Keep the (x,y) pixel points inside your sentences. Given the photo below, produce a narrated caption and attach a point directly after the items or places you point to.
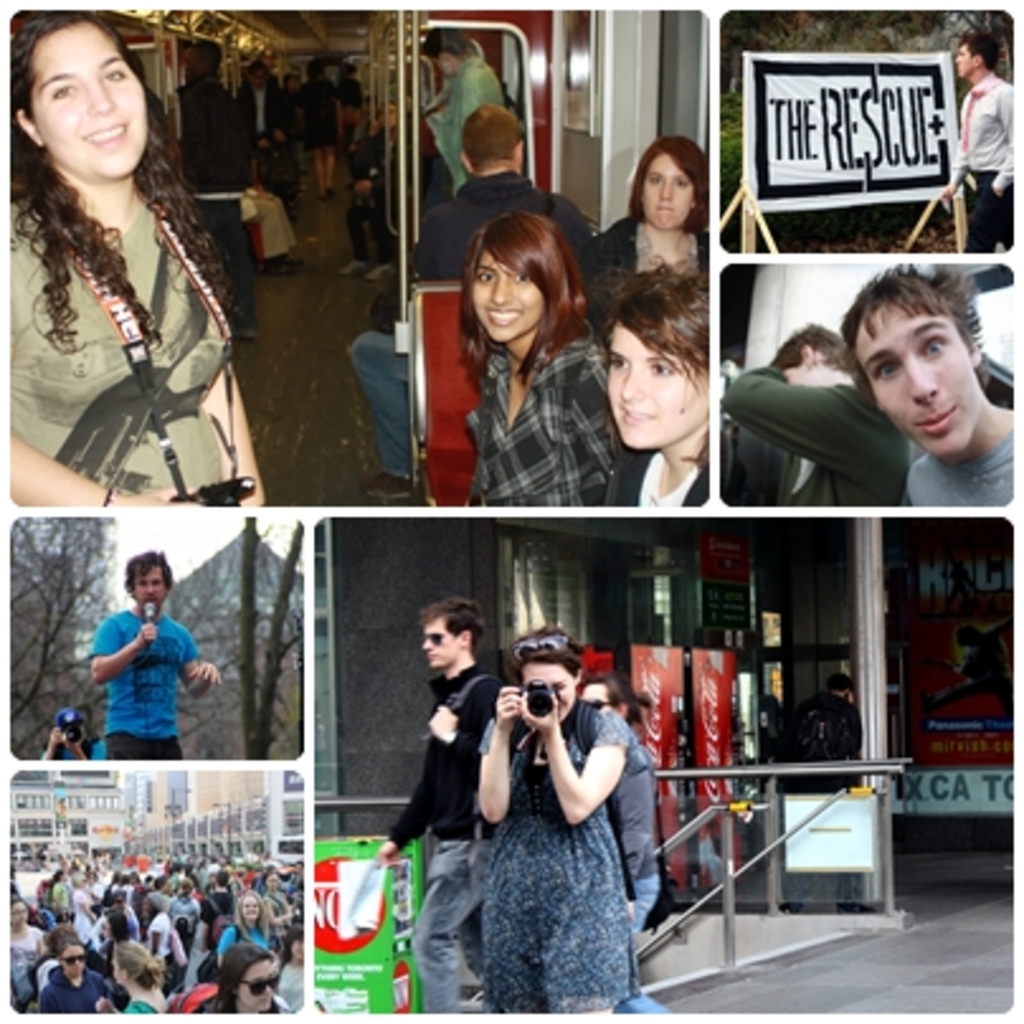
The image is a collage of pictures. At the top (297,21) the picture is taken in a train (524,122). On the right (841,125) there is a hoarding (877,162) and people (879,395). At the bottom (504,860) towards right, in the picture there is a woman (563,761) holding camera (530,686), behind her there are people (627,825) walking. On the left (187,866) there are crowd (184,917). In the center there is a person (177,626) holding mic (154,609).
